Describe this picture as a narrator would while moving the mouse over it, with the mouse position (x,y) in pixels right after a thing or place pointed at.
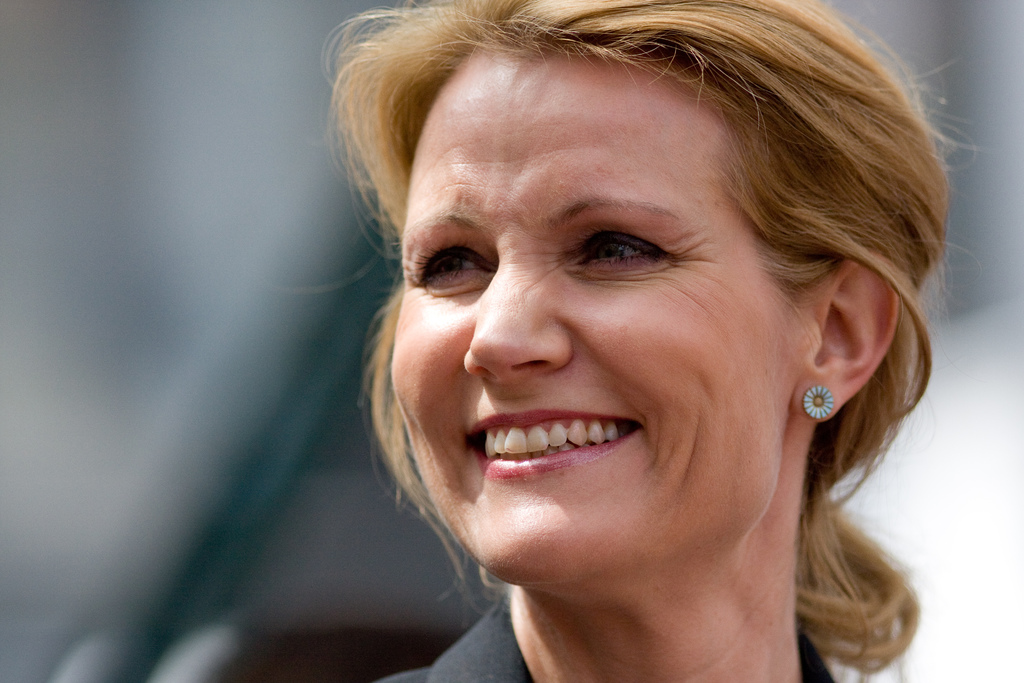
In this image we can see a woman face (649,437). She is smiling. Background (142,435) it is blur.
